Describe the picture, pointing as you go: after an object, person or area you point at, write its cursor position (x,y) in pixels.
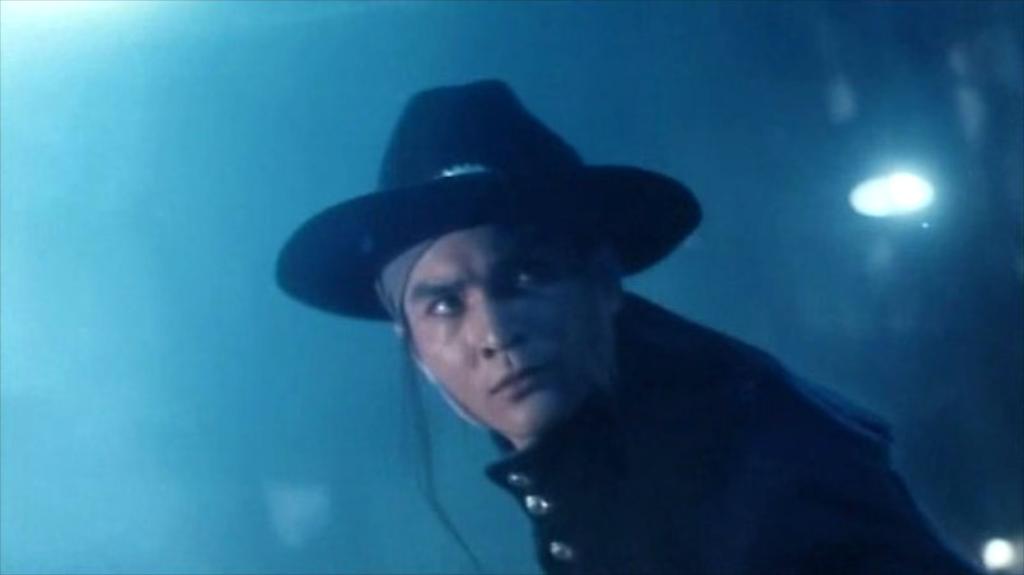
In this image we can see a person (536,366). There is a blur background (99,218) and we can see lights (1003,558).
